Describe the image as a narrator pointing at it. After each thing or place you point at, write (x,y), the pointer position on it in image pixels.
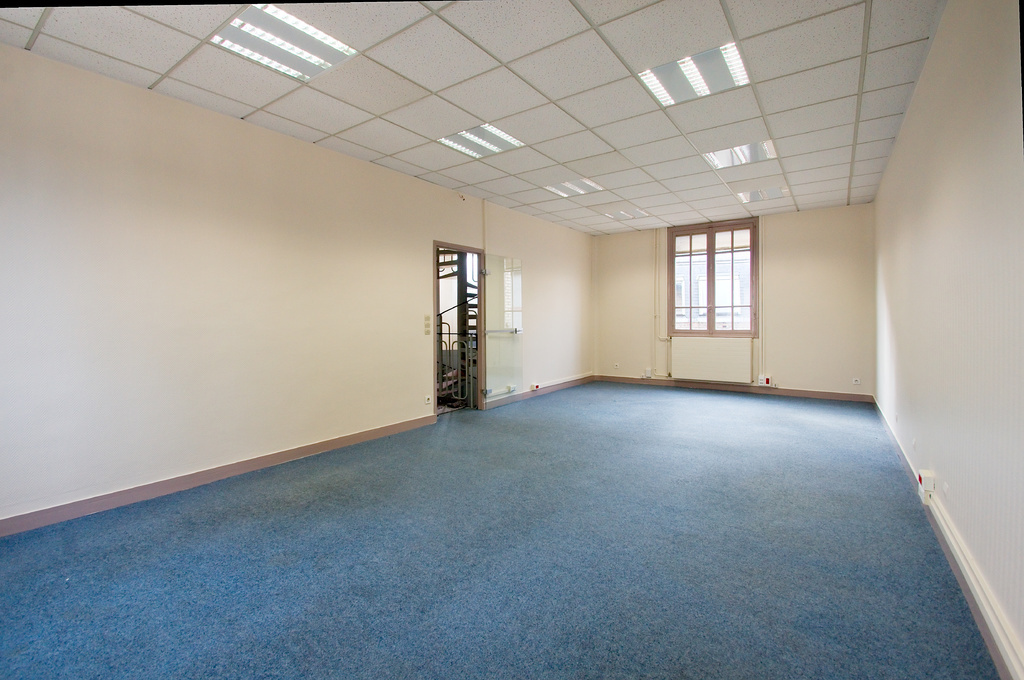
This is an inside view of a room (186,502). In the background (735,285) there is a window (694,296) to the wall (592,304) and also there is a door (508,363). At the top (241,21) there are few lights (260,21).
